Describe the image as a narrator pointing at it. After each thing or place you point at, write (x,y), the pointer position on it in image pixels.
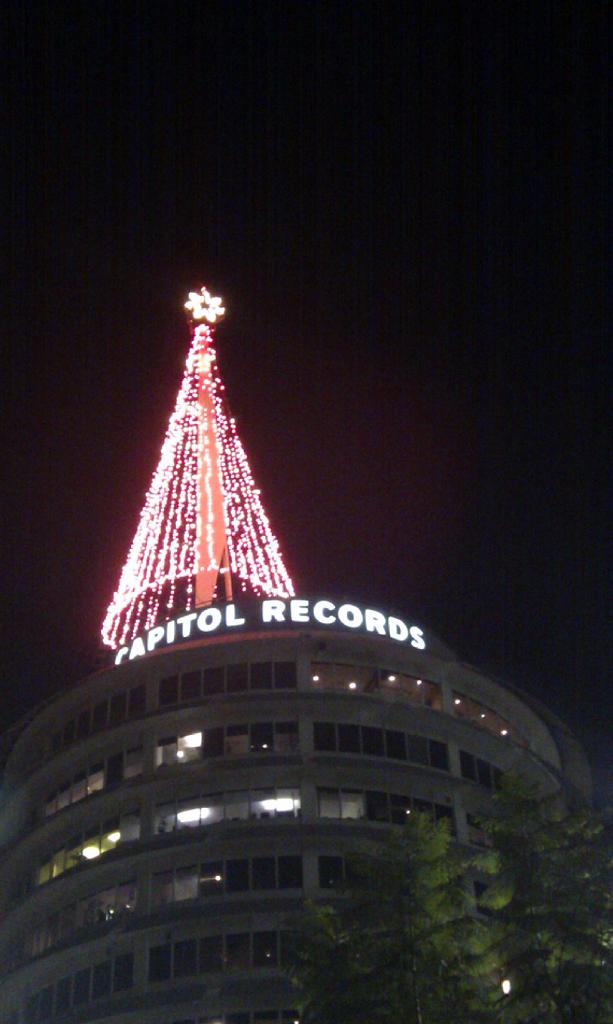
In the image there is a building (285,798) and above the building (271,789) there are some lightings (191,545), there is a tree (412,917) in front of the building (105,881).
